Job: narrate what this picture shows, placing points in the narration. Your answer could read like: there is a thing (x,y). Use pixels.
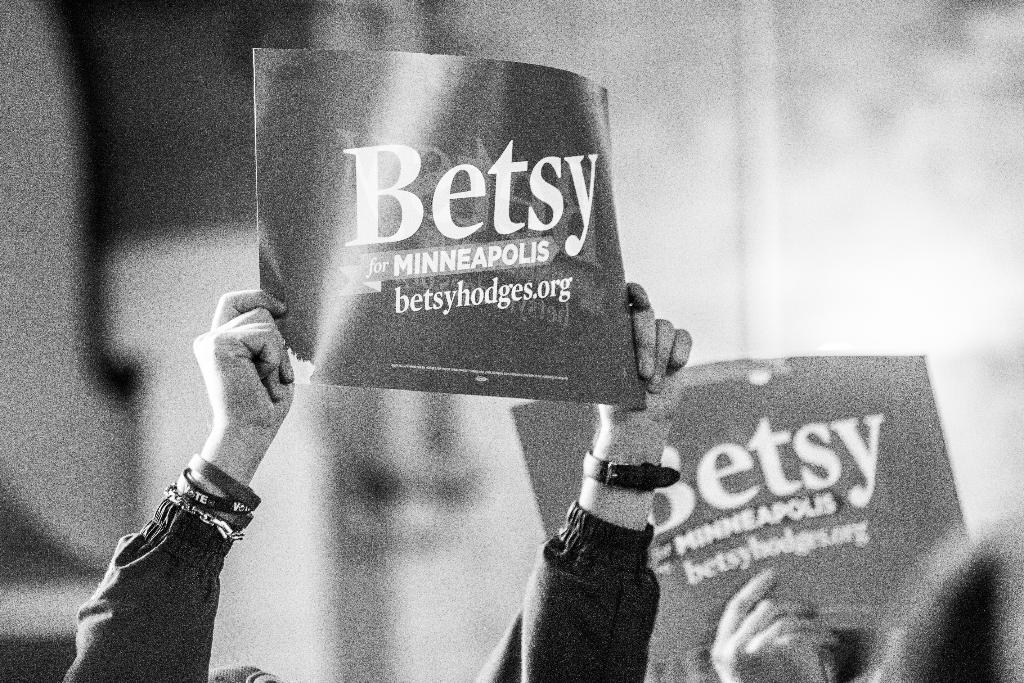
In this picture I can see couple of humans (530,651) holding placards (536,285) with some text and looks like a wall (793,45) in the background (787,29).
